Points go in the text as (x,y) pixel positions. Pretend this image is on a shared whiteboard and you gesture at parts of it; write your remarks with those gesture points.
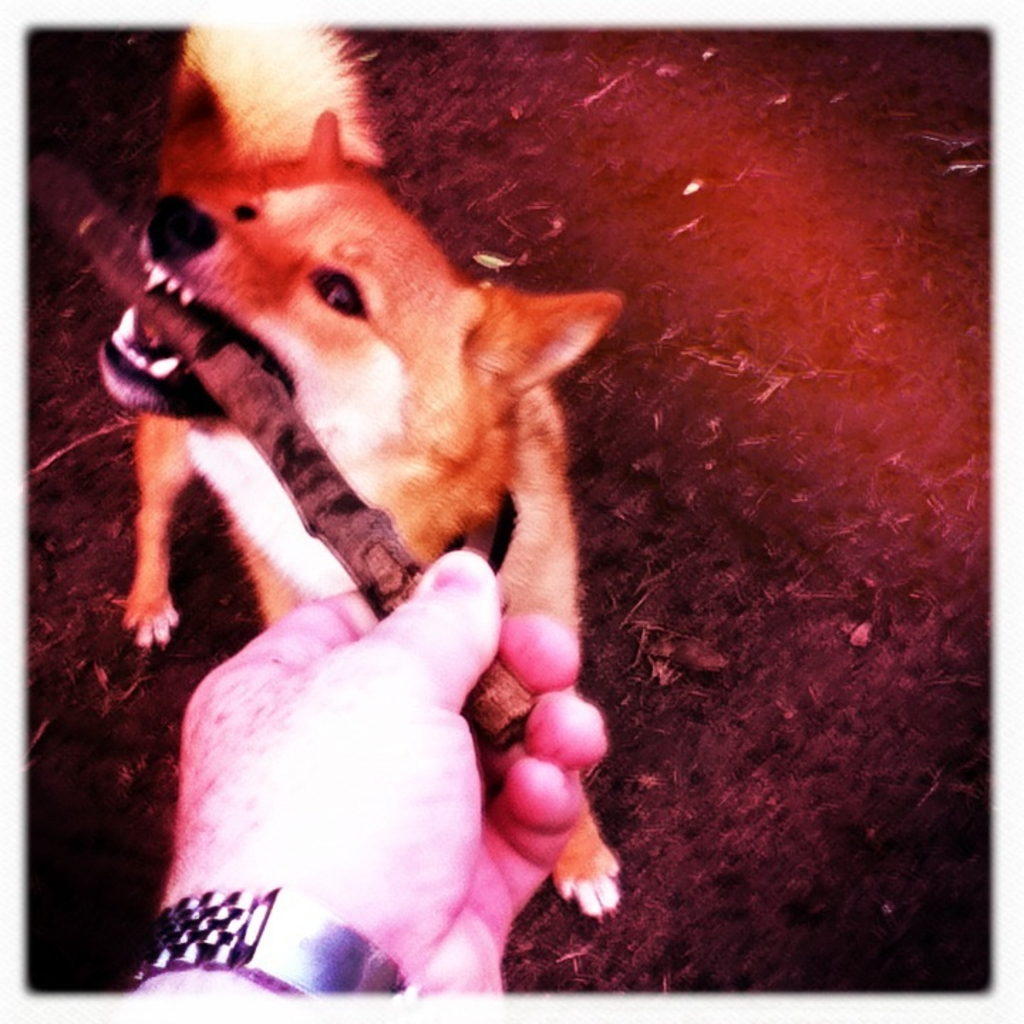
In this image there is a dog (397,323). At the bottom (258,986) we can see a person's hand (445,767) holding a stick (374,590).
